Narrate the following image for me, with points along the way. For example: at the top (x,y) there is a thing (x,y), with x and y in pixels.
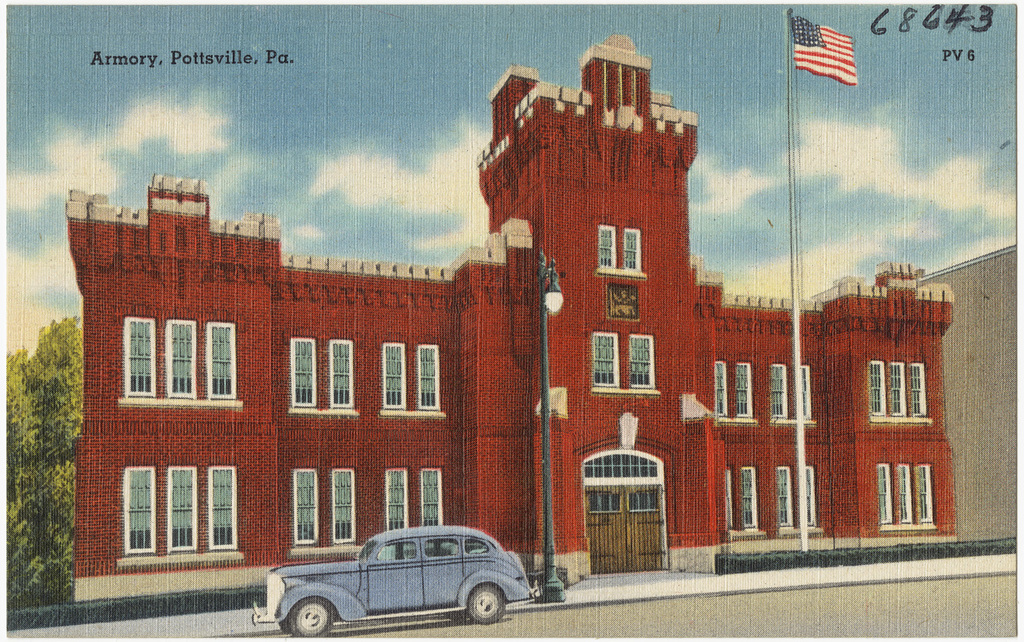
In the center of the image (507,236) there is a depiction of a building (97,516), car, a street light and tree (16,437). There is a flag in the image.
